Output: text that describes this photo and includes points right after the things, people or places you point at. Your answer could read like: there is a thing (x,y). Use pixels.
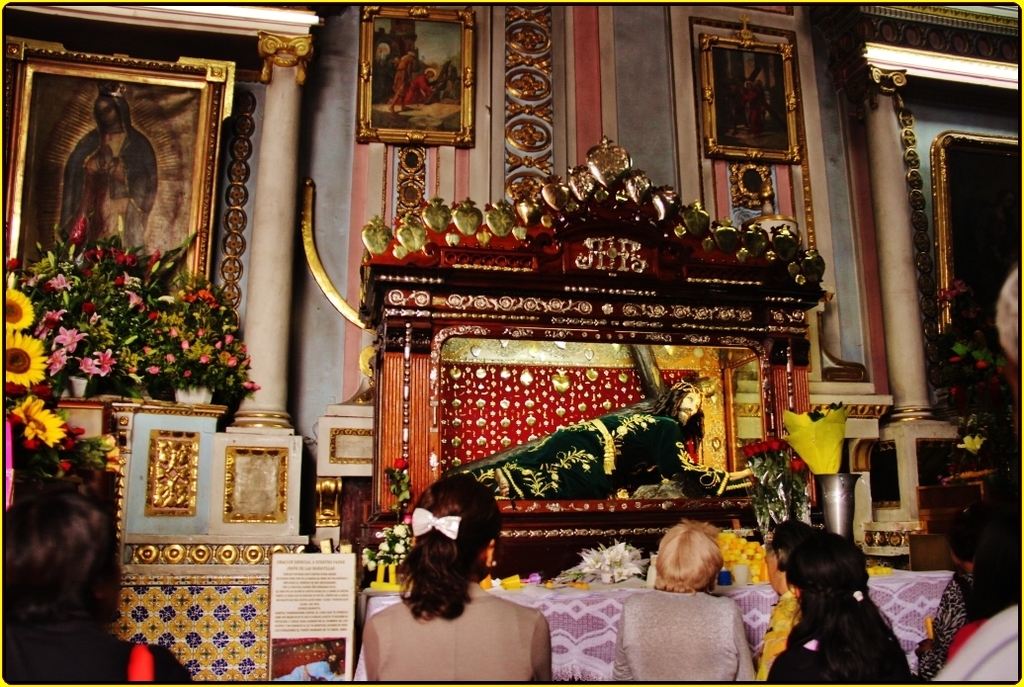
This image might be clicked in a church (582,336). There are photo frames (157,153) on the wall (881,276). There are flower vases (128,315) on the left side (36,424). There are some persons (431,520) at the bottom (18,564). There are lights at the top (247,24).
